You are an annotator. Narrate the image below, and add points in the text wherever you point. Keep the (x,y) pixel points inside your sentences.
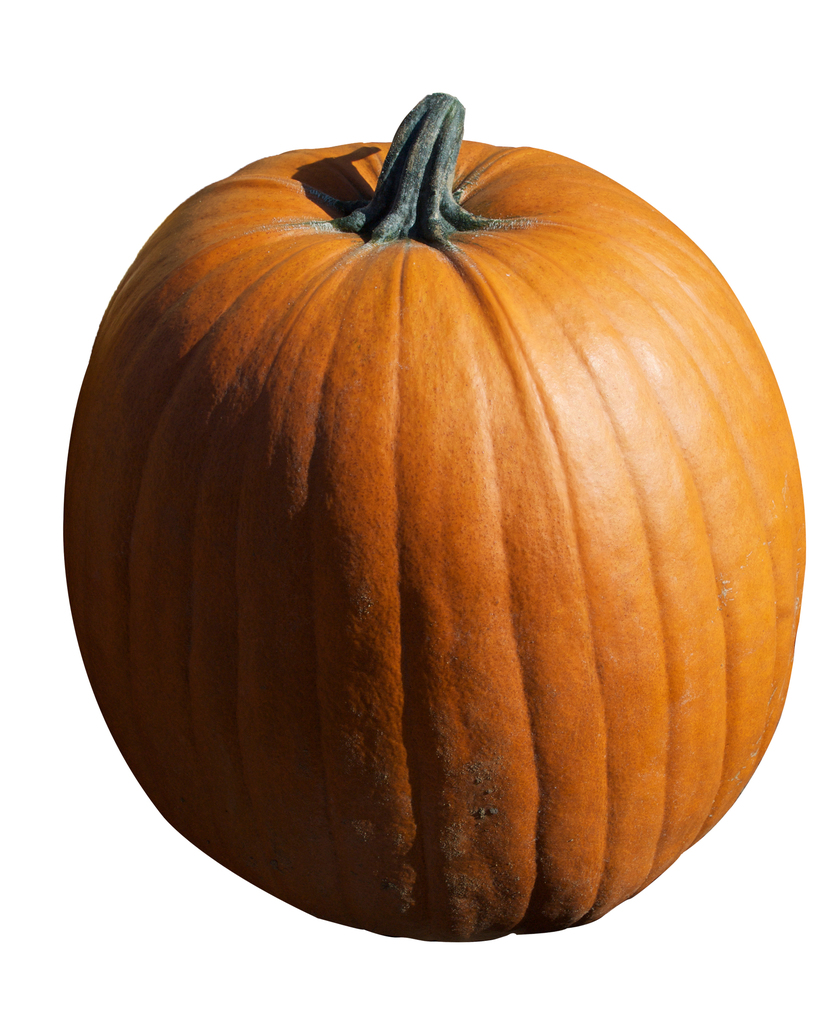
The picture consists of a pumpkin (342,399). The picture has white surface (95,314).
